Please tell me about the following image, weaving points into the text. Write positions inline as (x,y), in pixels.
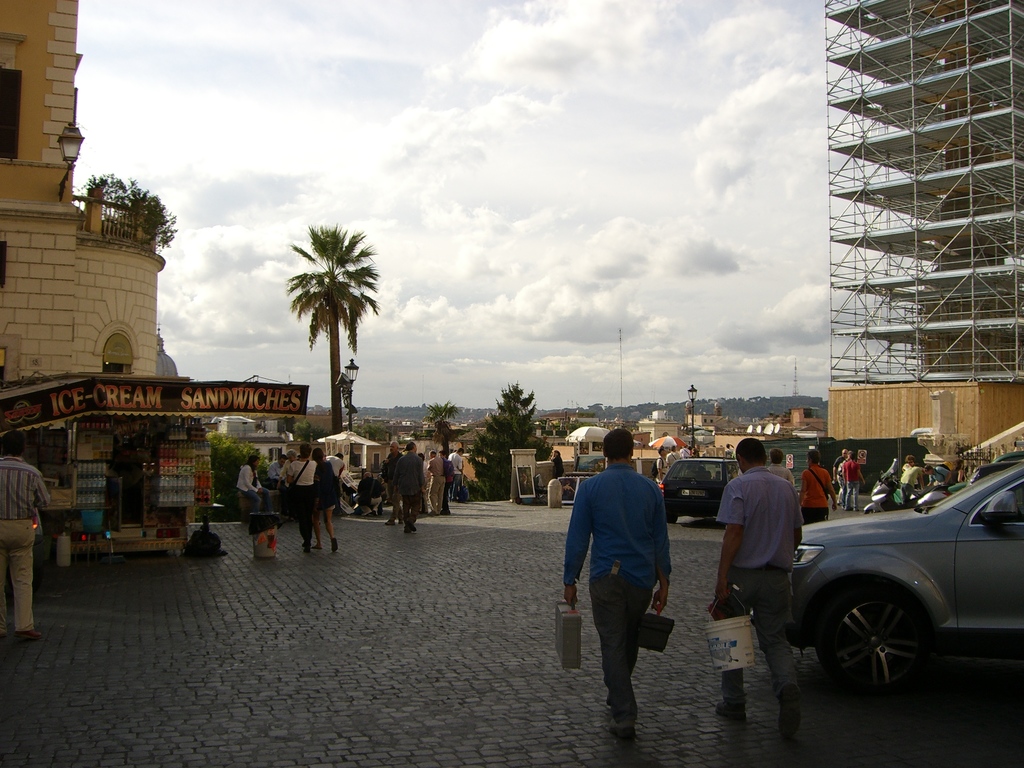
In the foreground of this picture (752,605), there are men (636,597) walking on the ground (699,661) holding suitcase (562,635) and buckets (736,632) in their hands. In the background (162,517), there is a shop (130,430), building (145,272), light poles (689,397), vehicles (690,464), cloud (266,206) and the sky (280,218).
